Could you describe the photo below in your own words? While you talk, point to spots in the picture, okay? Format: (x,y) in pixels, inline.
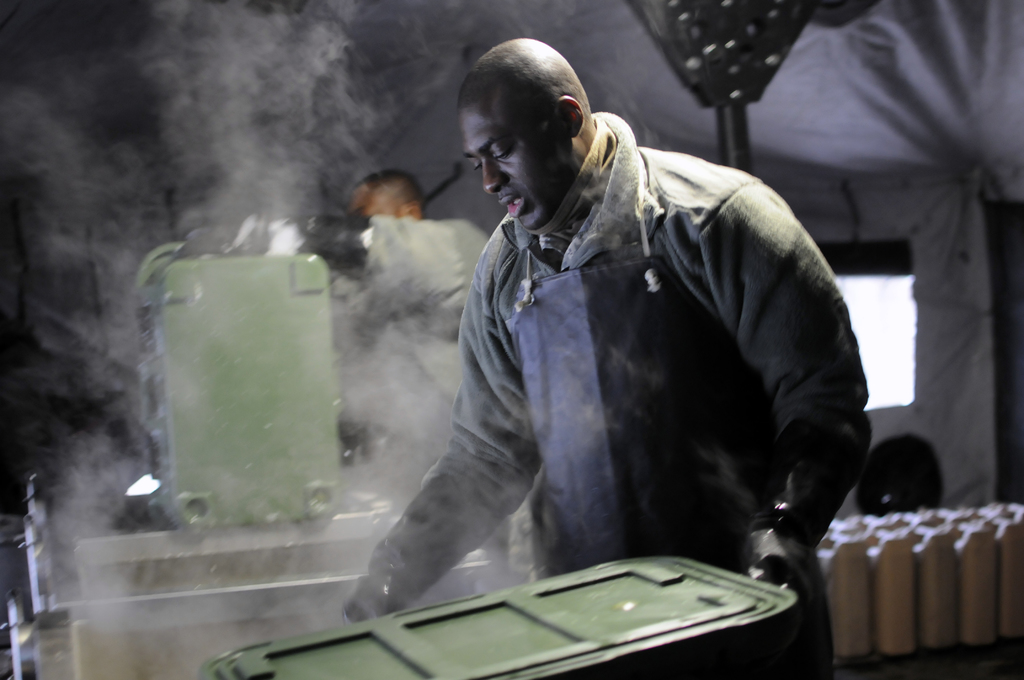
In the image we can see a man (598,328) standing, wearing clothes (624,385) and gloves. Here we can see metal containers (323,467). There is even another person (402,371) standing wearing clothes (373,301). Here we can see the smoke (224,210) and the background (861,200) is slightly blurred.
